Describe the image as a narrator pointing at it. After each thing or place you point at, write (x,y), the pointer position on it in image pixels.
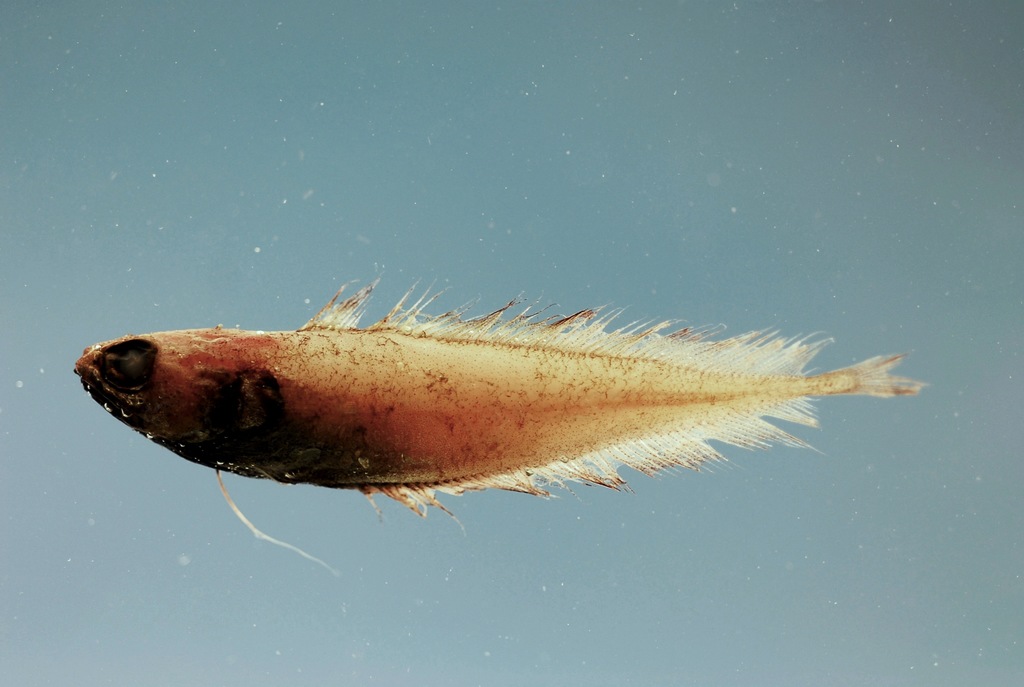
In this image there is a fish (479,418) in the middle (503,427). Around the fish (507,439) there are small tiny particles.
